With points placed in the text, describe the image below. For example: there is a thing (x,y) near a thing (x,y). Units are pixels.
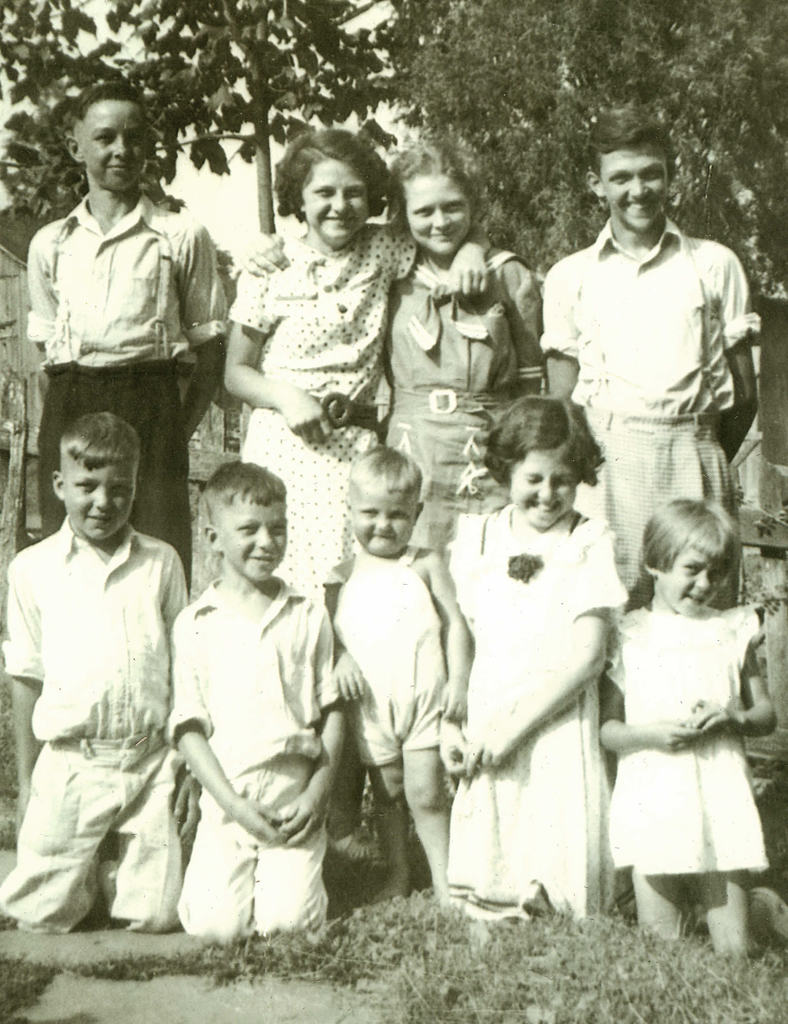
As we can see in the image there is grass (442,964), group of people (297,301) in the front (299,655) and in the background (477,63) there are trees (520,74).
